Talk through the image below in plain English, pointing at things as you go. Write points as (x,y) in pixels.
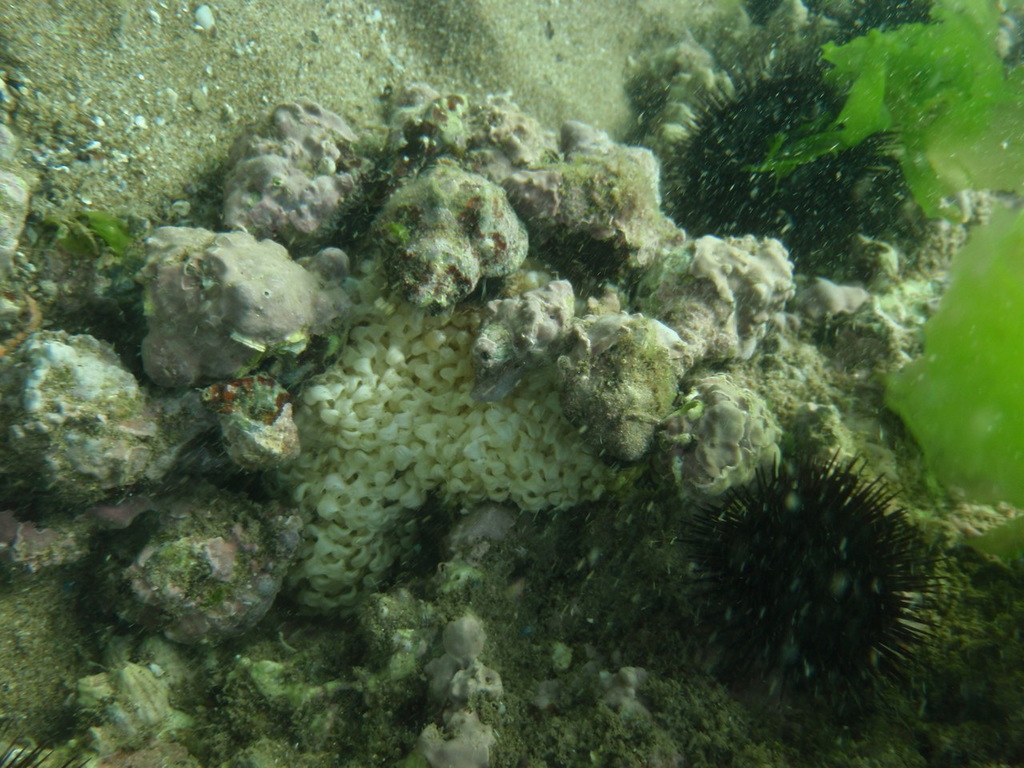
In this image we can see the underwater environment (559,391) and there are some stones (640,678) and coral reef (636,665).
